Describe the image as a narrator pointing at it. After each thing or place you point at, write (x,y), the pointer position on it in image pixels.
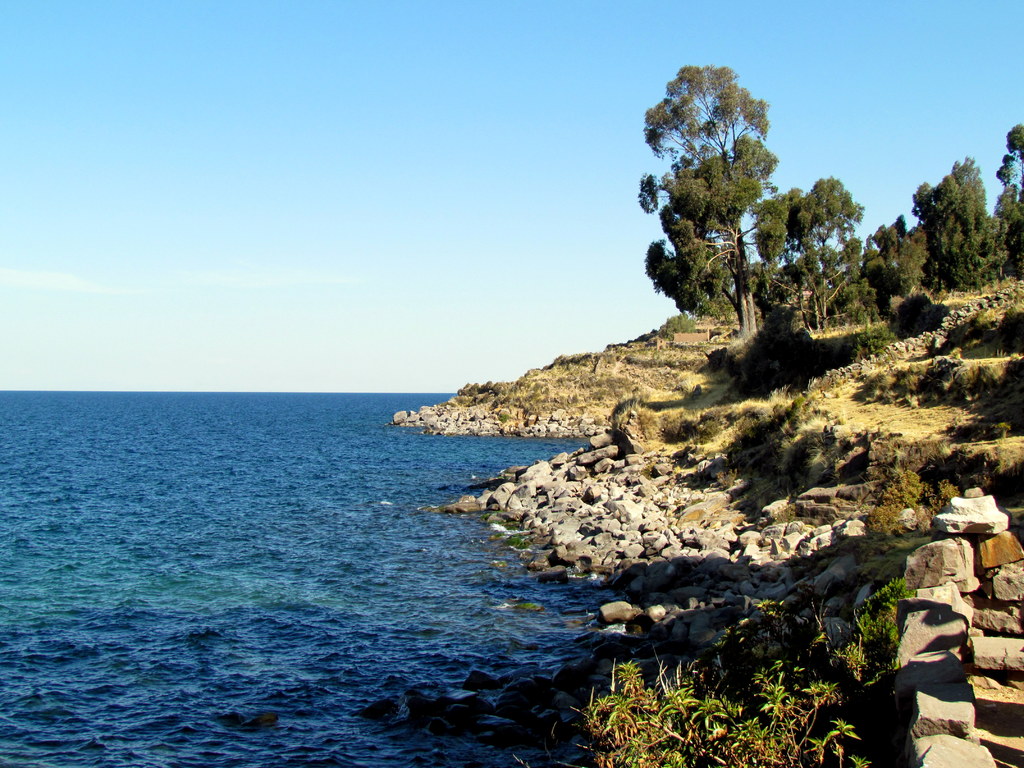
In this picture I can see there is a ocean (194,616) on to left (70,646) and there is a mountain (677,386) on to right (994,389). There are trees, plants (865,382), rocks (916,693) and the sky (418,333) is clear.
